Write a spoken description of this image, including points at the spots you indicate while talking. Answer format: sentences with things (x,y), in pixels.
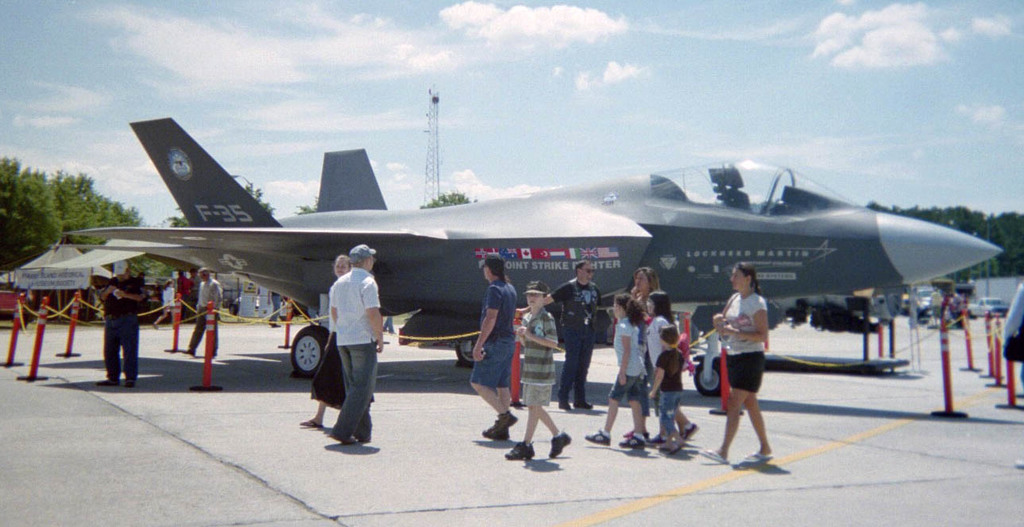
In this image there is a plane (412,274) with poles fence (244,318) beside that there are so many people (372,337) walking.
